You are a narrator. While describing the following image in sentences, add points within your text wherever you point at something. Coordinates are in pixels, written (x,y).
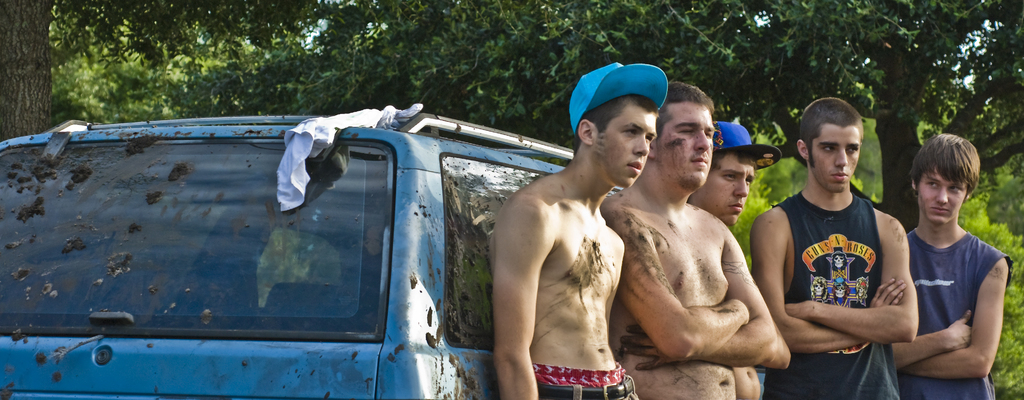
In this image we can see people (800,299) standing beside a car (29,273). In the background of the image (477,51) there are trees (254,21).
